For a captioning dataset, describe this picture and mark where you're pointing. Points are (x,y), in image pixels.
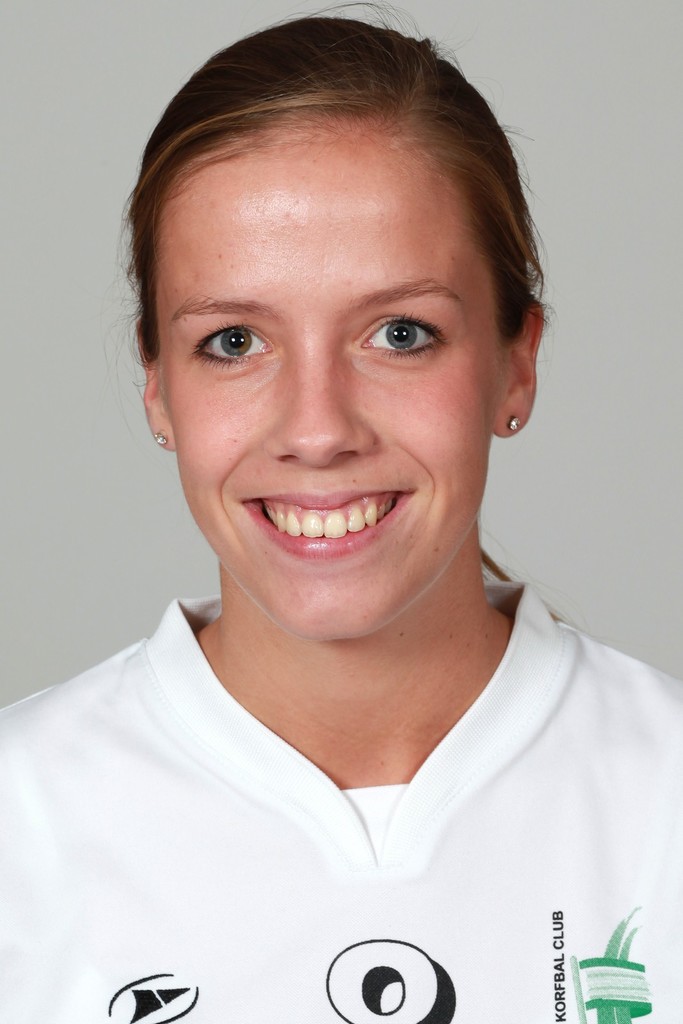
In this image, there is a person (280,435) wearing clothes (393,905) on the gray background.
